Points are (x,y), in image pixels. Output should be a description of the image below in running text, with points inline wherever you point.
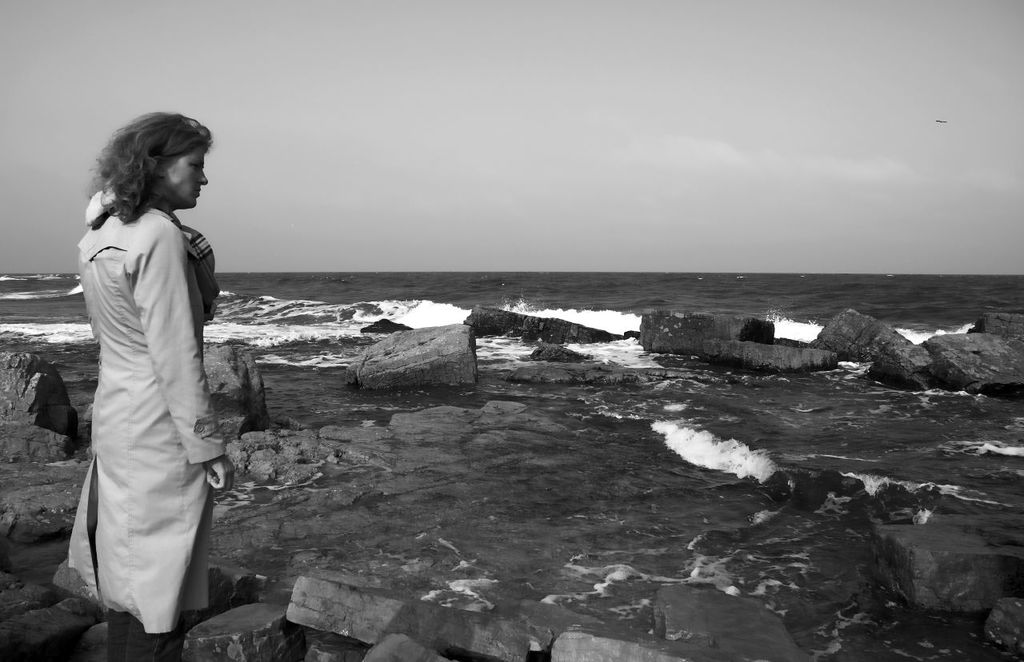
In this picture, we can see a lady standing on the ground (266,629), we can see rocks (315,661), water (945,317) and the sky (775,169).
